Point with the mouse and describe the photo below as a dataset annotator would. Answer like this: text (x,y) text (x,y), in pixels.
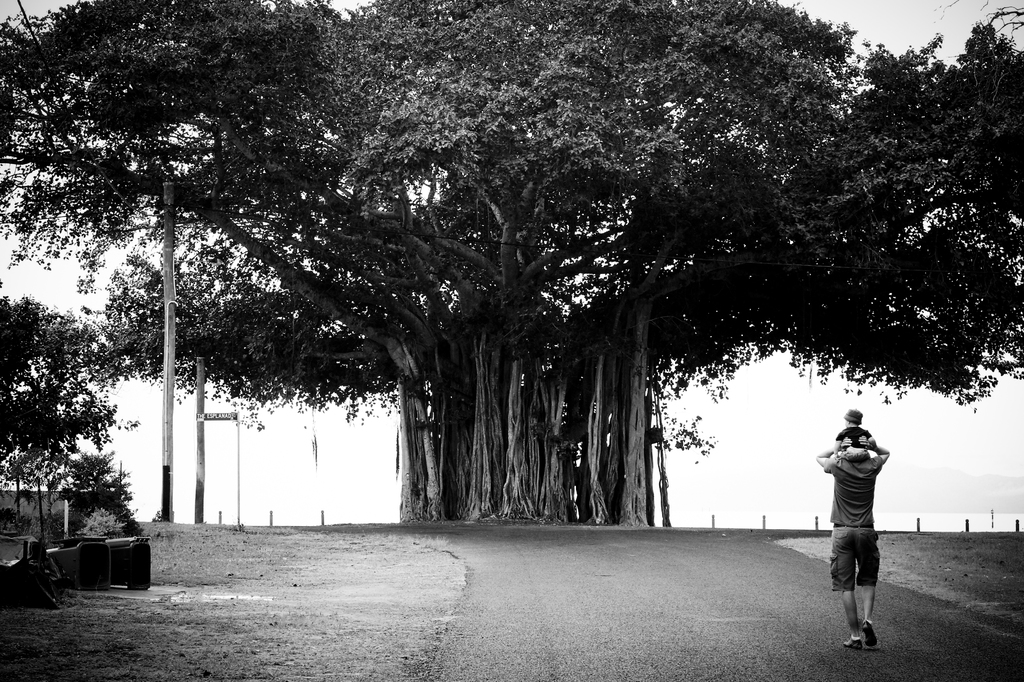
It is a black and white image there is a giant tree (526,432) and in front of the tree (778,326) there is a road (754,567) and a person (864,480) is walking on the road (701,561) by carrying a baby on his head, on the left side (24,475) there are two poles (167,442) and few trees (20,435).
